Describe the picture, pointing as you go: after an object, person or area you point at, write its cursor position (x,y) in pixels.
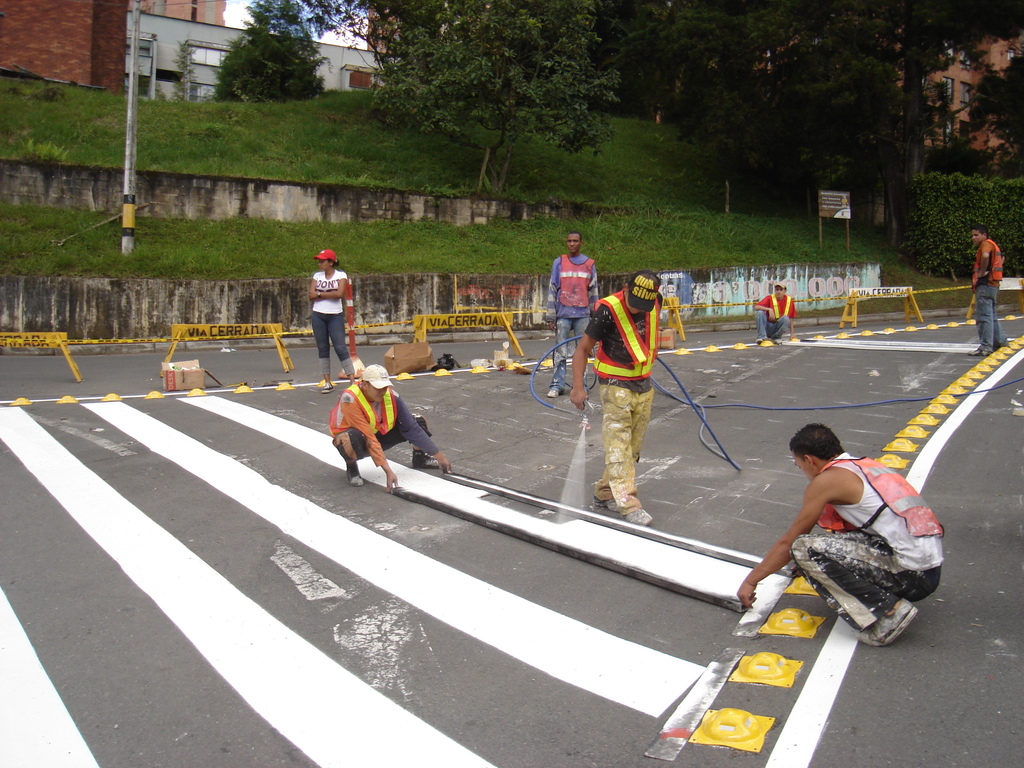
In this image we can see few persons (833,558) are sitting and holding sticks (529,494) and there is another person (622,408) holding pipe (531,381). And there are a few people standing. There is a white paint (409,577) on the road (435,537). And there are barricades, trees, board (831,204), buildings (152,56) and pole (127,245).
